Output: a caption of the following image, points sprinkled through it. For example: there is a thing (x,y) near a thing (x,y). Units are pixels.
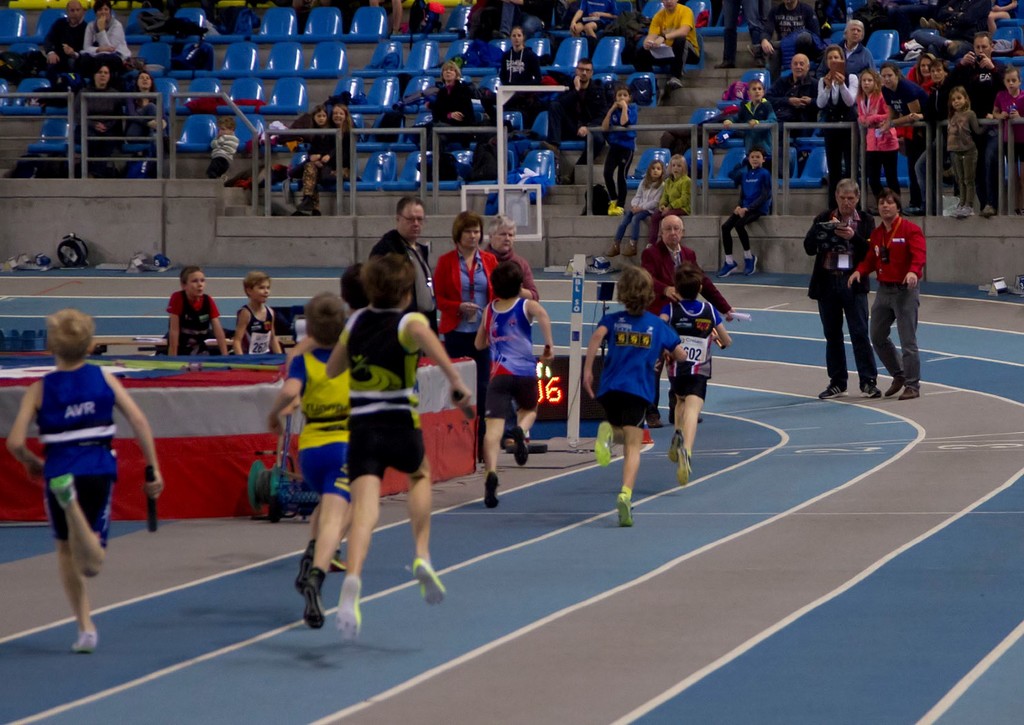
In this picture we can see a group of people (893,169) where some are running on the ground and some are standing and some are sitting on chairs (852,7) and some objects (256,356).
